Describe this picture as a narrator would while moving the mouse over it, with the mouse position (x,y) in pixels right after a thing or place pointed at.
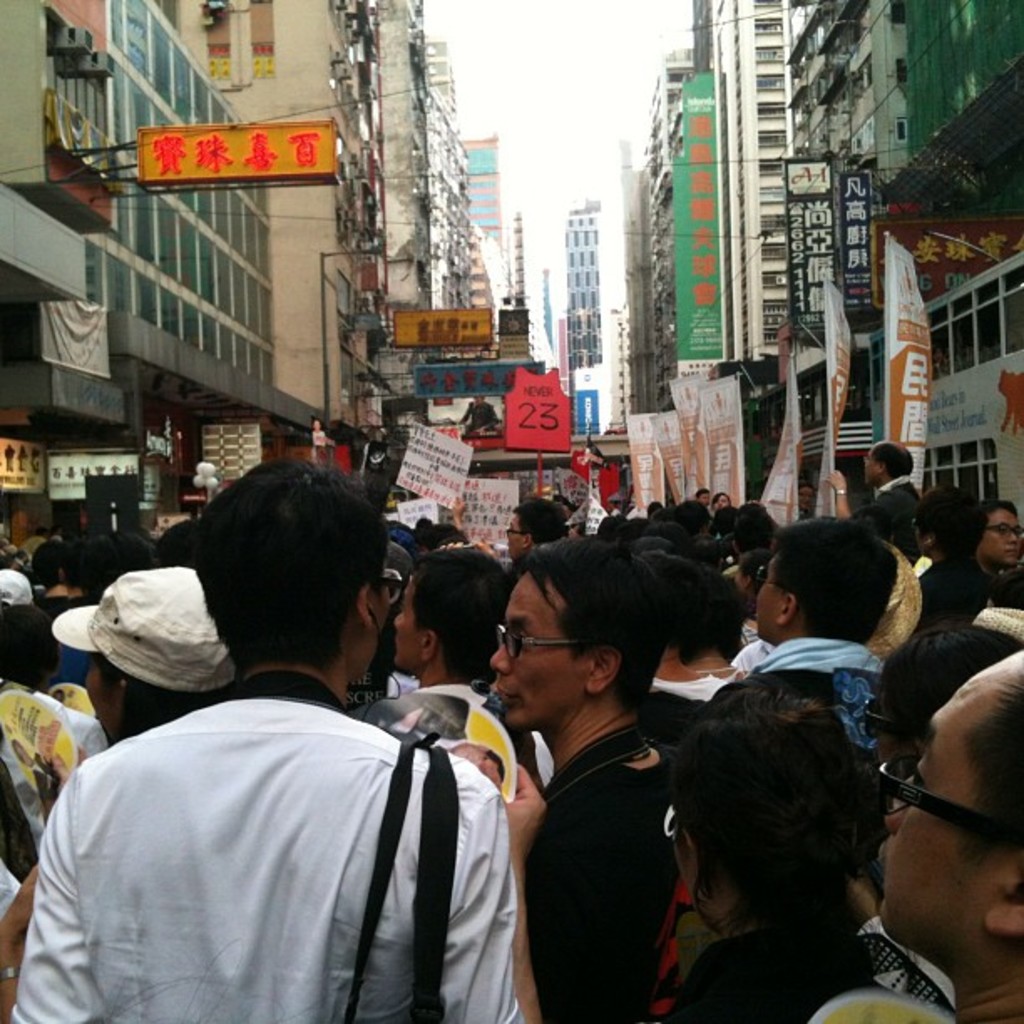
In this picture there are many people (593,893) walking in the lane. On both the side we can see the building (280,406) and some shops (305,442) with naming board (252,162). In the background (427,262) there are some buildings (390,314).
